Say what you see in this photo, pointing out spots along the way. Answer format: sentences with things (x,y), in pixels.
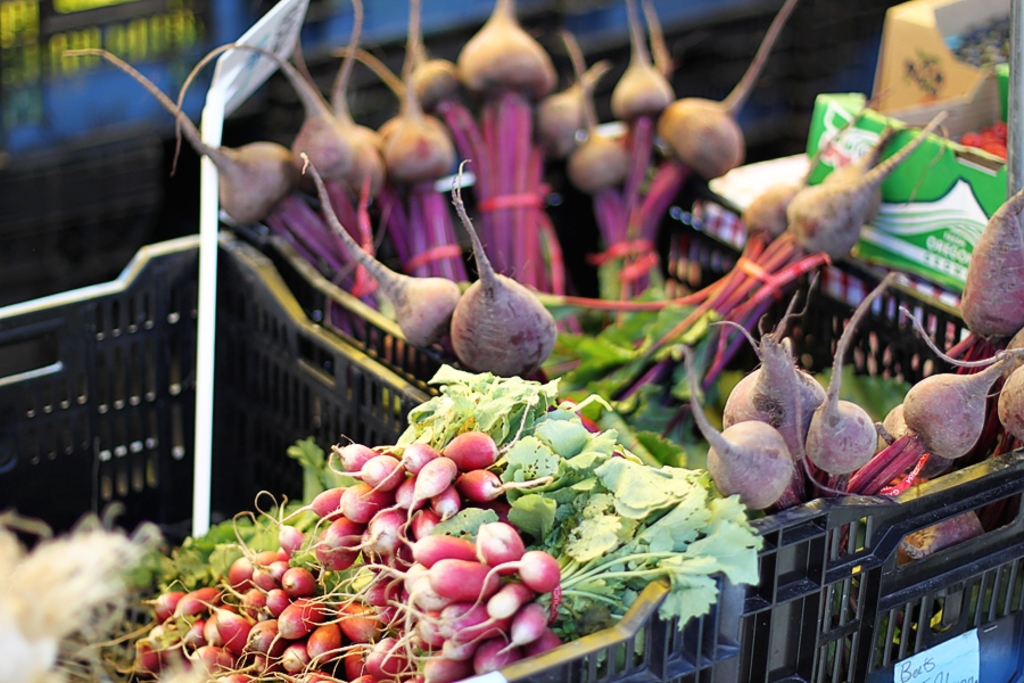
In this image there are vegetables (460,302) in the front (550,363) and the background (240,0) is blurry.
